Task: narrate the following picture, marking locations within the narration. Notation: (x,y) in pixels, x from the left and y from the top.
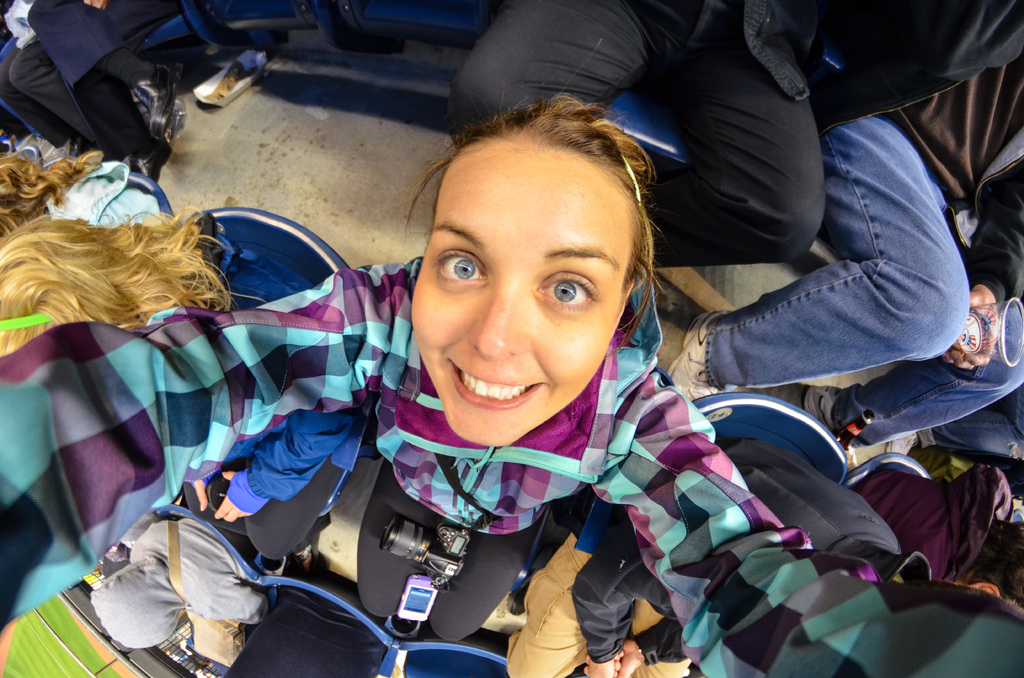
In the middle of this image (523,438), there is a woman (550,422) in a shirt (382,308), smiling. Beside her, there are other persons (120,104) sitting. In the background (54,668), there is grass (37,639) on the ground (37,657).
